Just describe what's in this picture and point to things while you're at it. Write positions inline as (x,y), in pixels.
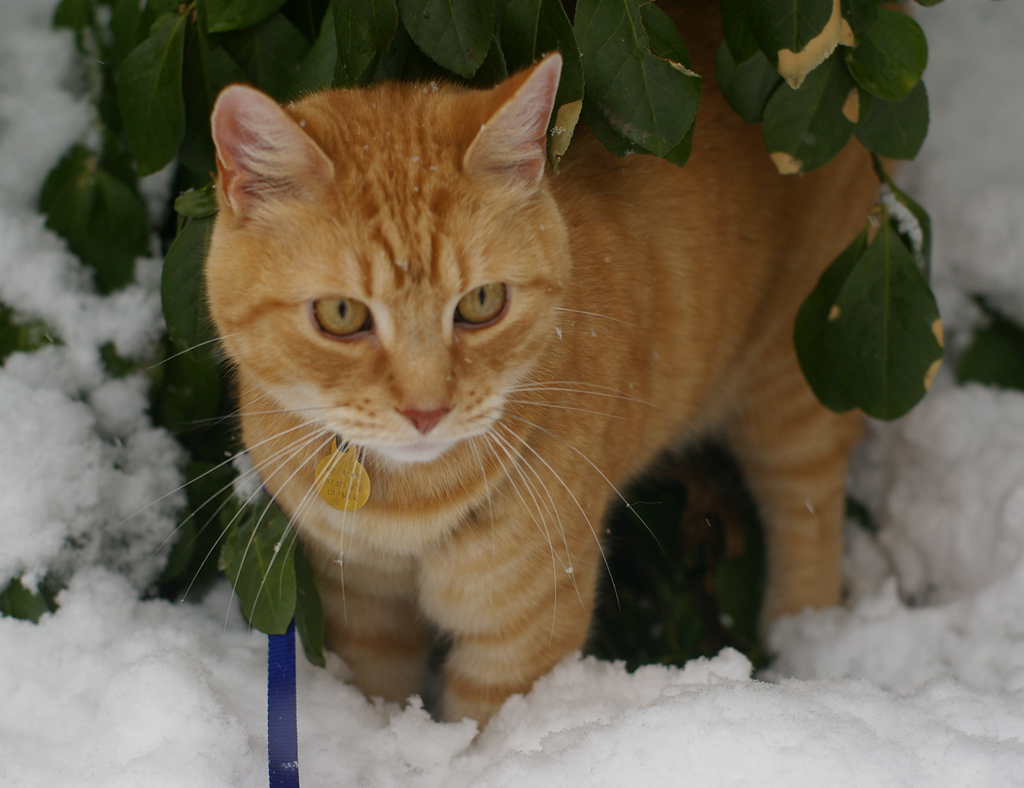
In the image on the ground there is a snow (30,376). In the middle of the snow (27,446) there is a brown color cat (279,130) standing. Above the cat (693,368) there are leaves (812,62).
